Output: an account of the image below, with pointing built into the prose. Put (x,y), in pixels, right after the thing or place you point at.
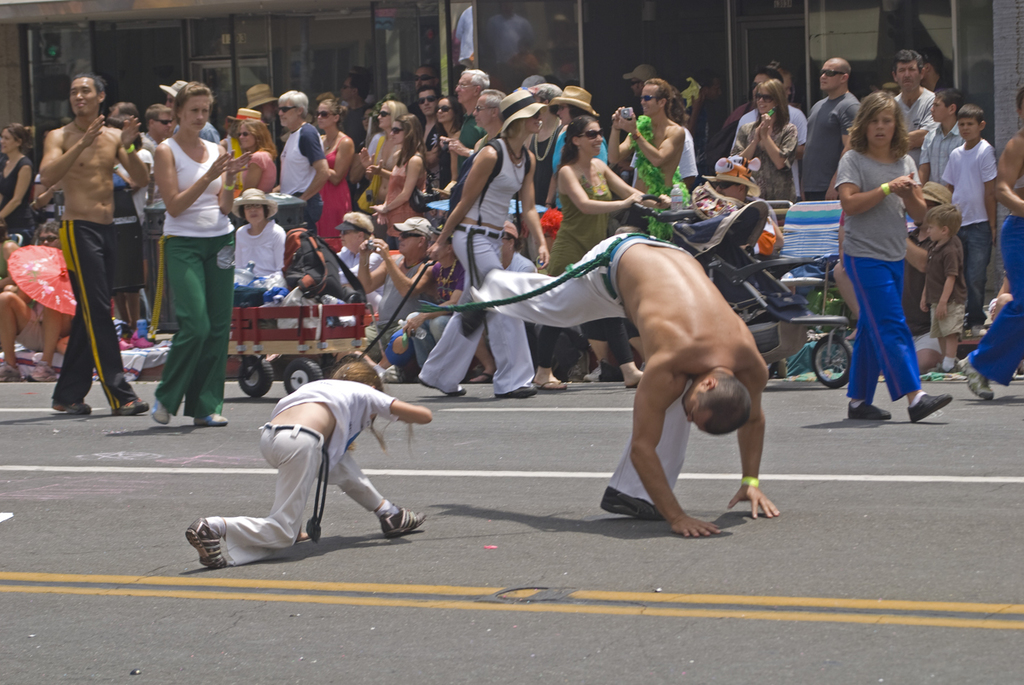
In this picture we can see a group of people (878,181) where some are standing and some are walking on the road (275,632), stroller (744,219), umbrella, cart (308,364).
